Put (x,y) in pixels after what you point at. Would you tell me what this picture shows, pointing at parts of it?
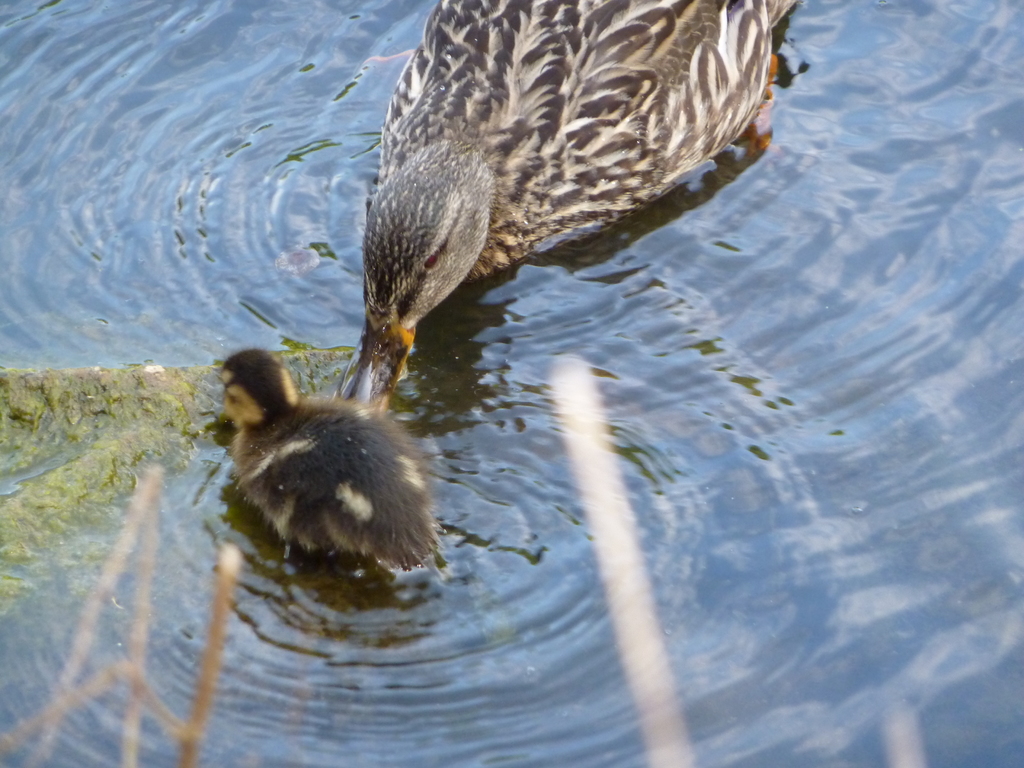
In this picture, we see a duck (475,266) and the baby duck (346,443). The duck (568,126) is drinking water (396,597). This water (376,664) might be in the pond (751,550).
